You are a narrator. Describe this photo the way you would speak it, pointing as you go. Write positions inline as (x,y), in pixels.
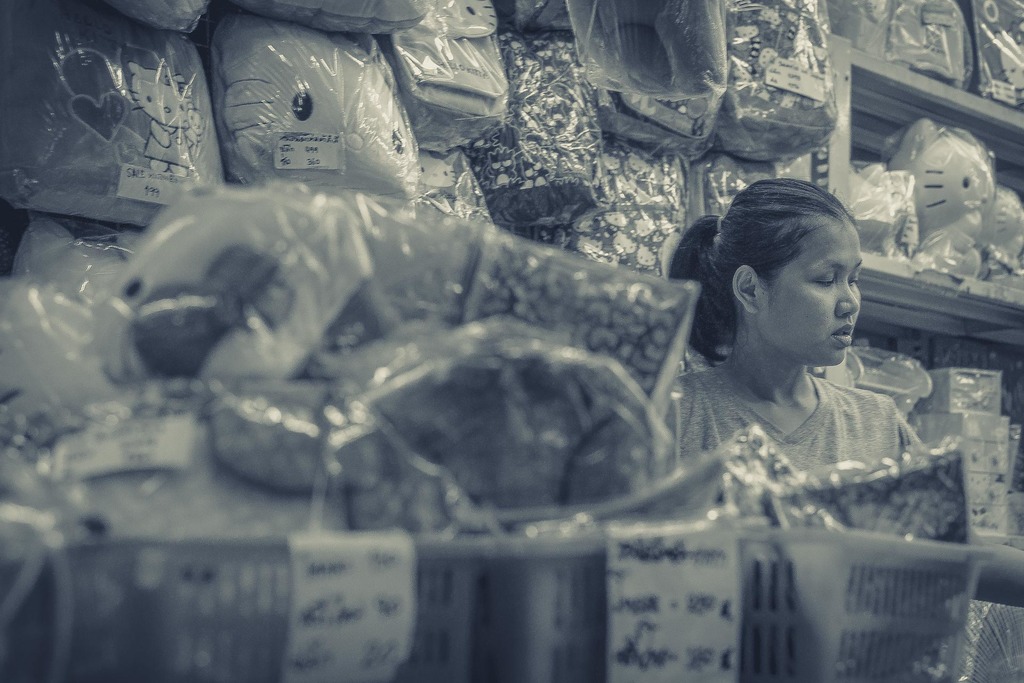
In this image there is a woman (711,346), around the women (794,275) there are a few objects (383,297) placed on the shelves (921,210).
